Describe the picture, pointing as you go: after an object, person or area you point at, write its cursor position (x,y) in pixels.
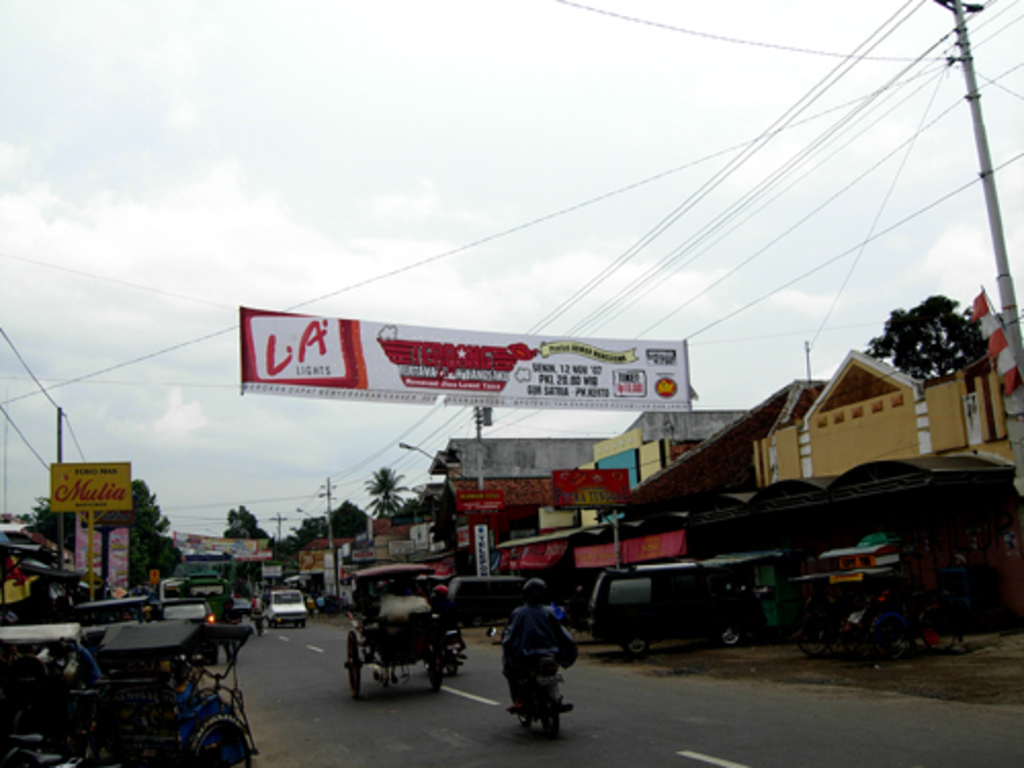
In this image, I can see two people (511,648) riding motorcycles (452,664) and vehicles (277,608) moving on the road (490,711). This is a banner (476,361) hanging. On the left side of the image (195,632), I can see few vehicles (102,698) parked and a board (92,504) attached to a pole (61,459). In the background (145,499), I can see the trees (335,527) and buildings (514,467). On the right side of the image (847,621), there are few other vehicles (662,617) parked and a current pole (963,3) with the current wires (956,107). At the top of the image (352,144), I can see the sky (359,184).
